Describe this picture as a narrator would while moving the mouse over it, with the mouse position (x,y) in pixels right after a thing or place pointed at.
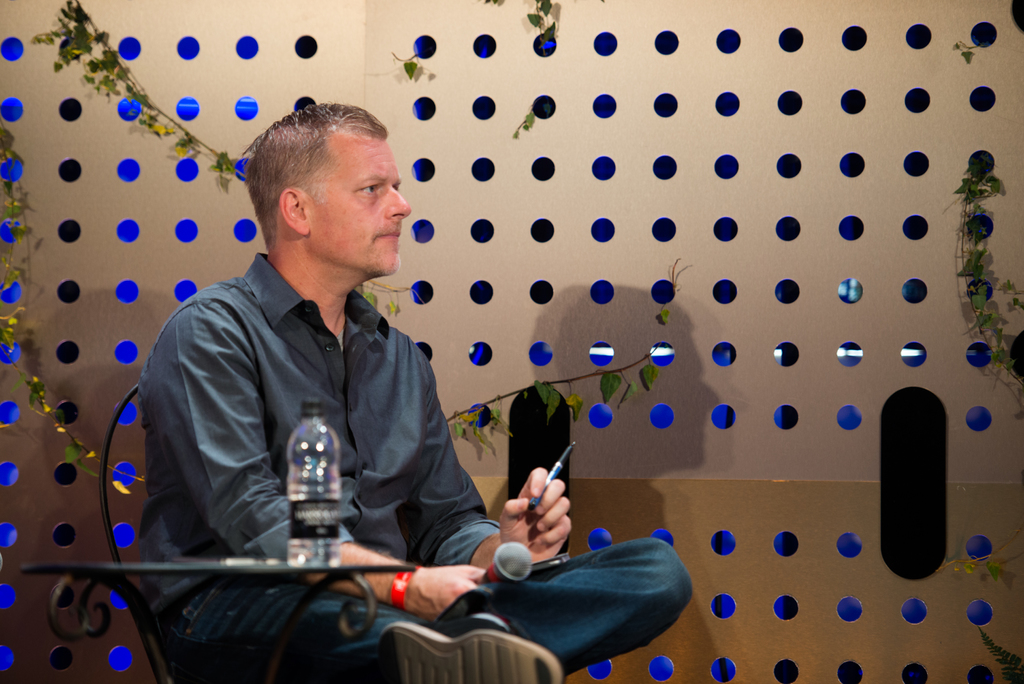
In the image there is a man (392,610) he sitting on a chair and he is holding a pen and a mic (498,578) with his hands (435,576), there is a bottle (322,511) kept beside the man (287,500). In the background (130,42) there is a surface (863,428) with many holes (542,172) and there are few plants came out through that holes (128,53).
